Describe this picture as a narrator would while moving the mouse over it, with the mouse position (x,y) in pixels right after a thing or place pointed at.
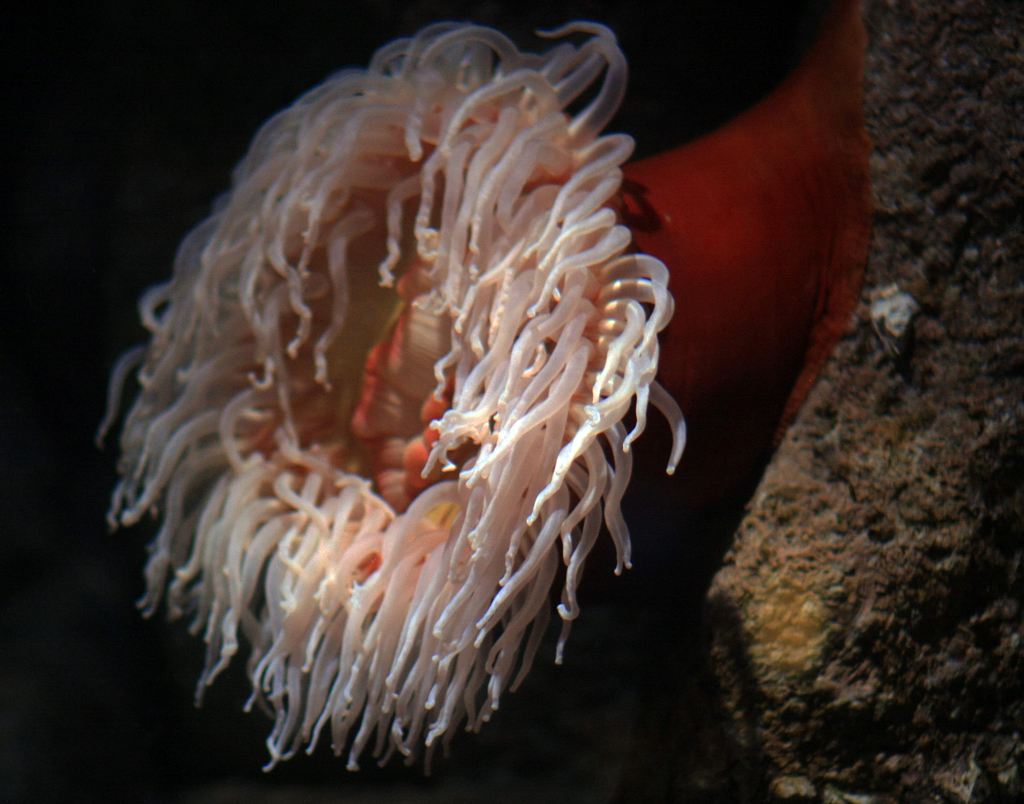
In this picture, I can see marine biology (462,445).
